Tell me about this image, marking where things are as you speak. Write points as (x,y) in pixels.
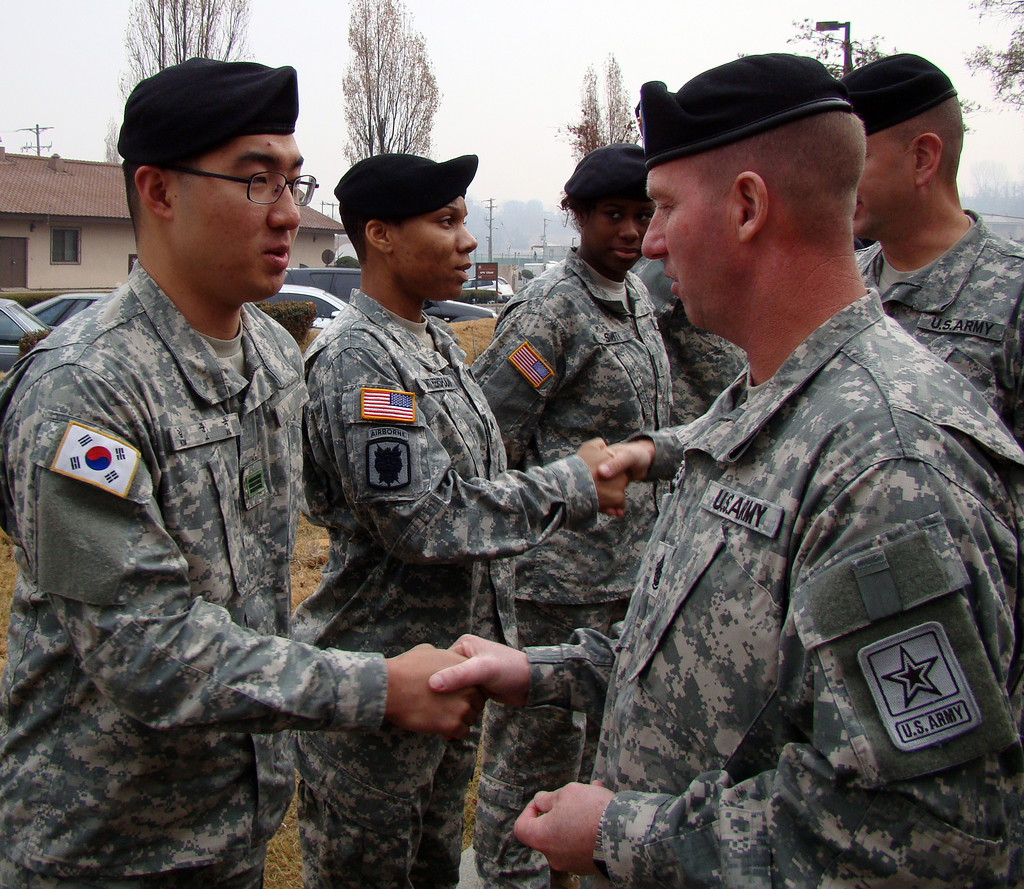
In this picture we can see group of people (614,349), they wearing caps (412,188), behind them we can find few cars (86,305), trees (229,49), poles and a house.
